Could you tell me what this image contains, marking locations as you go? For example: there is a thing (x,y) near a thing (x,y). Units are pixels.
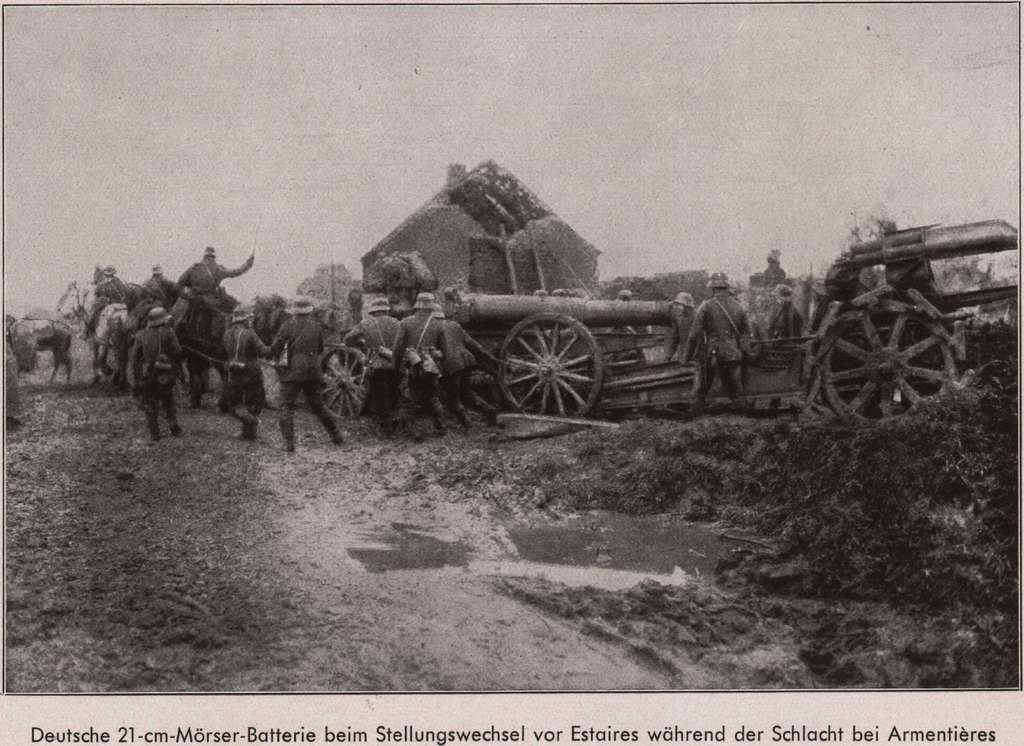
This is a black and white image. In this image we can see persons (715,364) standing on the ground (307,403) and drawing carts (348,389). In addition to this we can see buildings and sky (749,125).
